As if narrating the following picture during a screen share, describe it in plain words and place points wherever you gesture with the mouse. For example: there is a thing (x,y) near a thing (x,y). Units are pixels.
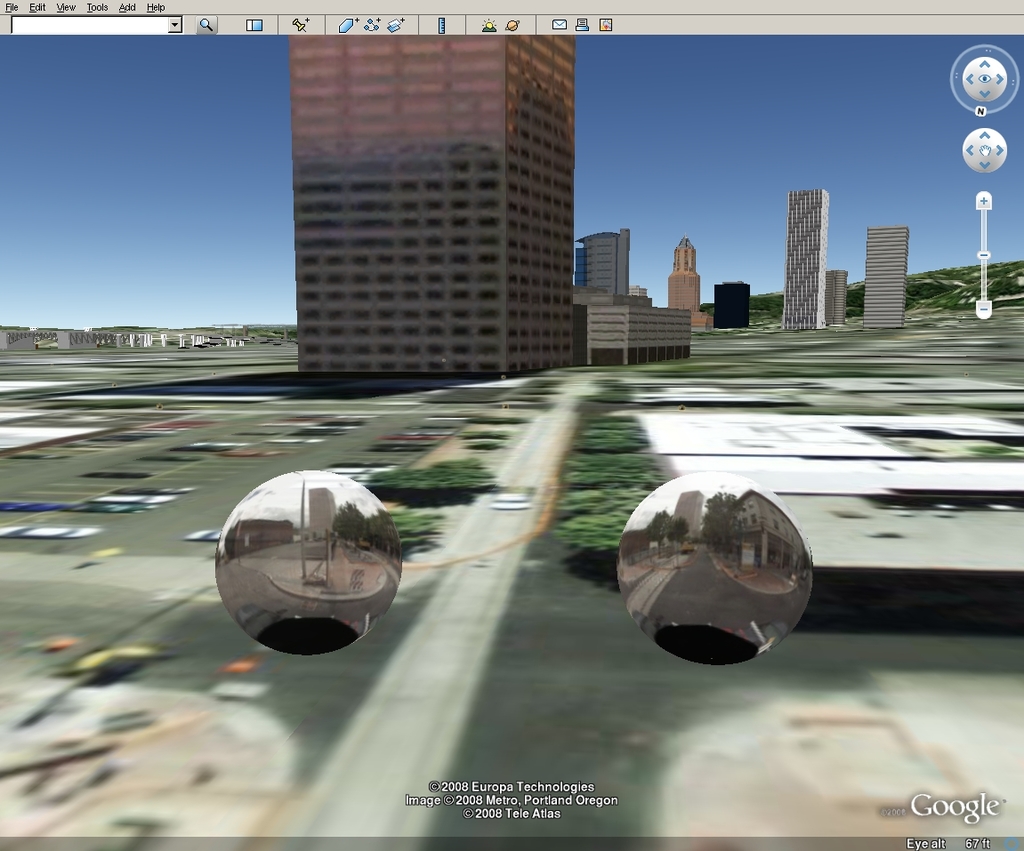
It is a graphical image. In the image we can see some buildings (813,222) and trees (599,393).
